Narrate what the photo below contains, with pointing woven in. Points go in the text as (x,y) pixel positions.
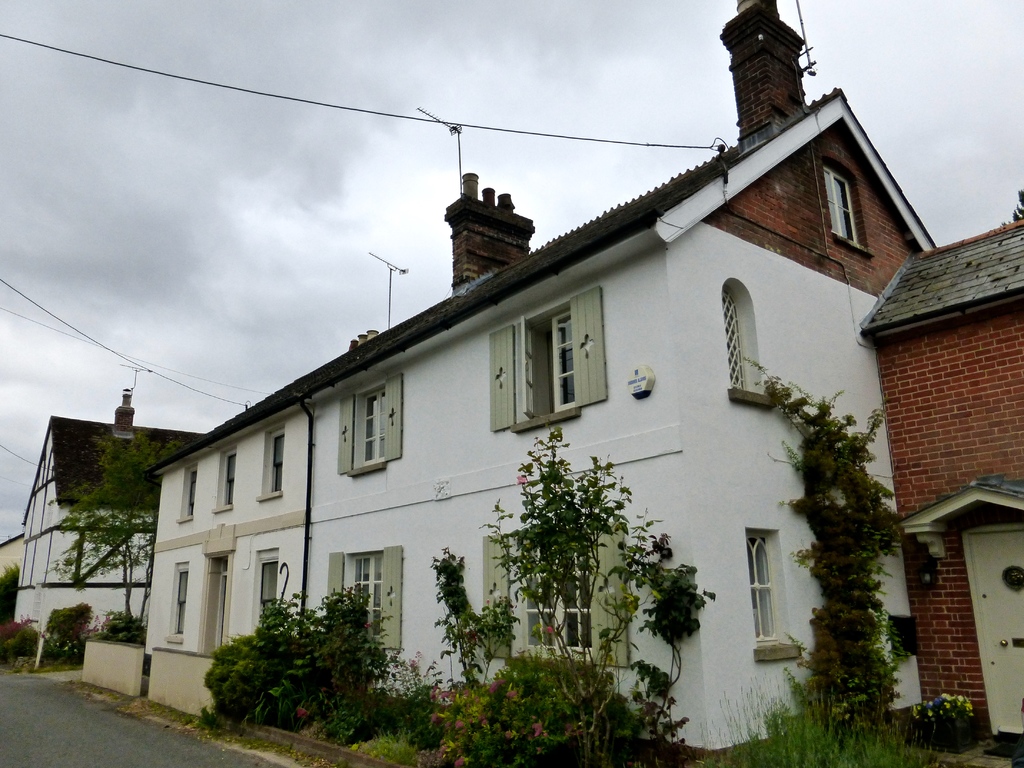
In this picture I can see the plants (307,642) and the buildings (386,478) in front (940,390). On the left bottom corner of this picture (224,751) I can see the road (109,715). In the background (24,349) I can see the wires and the cloudy sky (519,158).
